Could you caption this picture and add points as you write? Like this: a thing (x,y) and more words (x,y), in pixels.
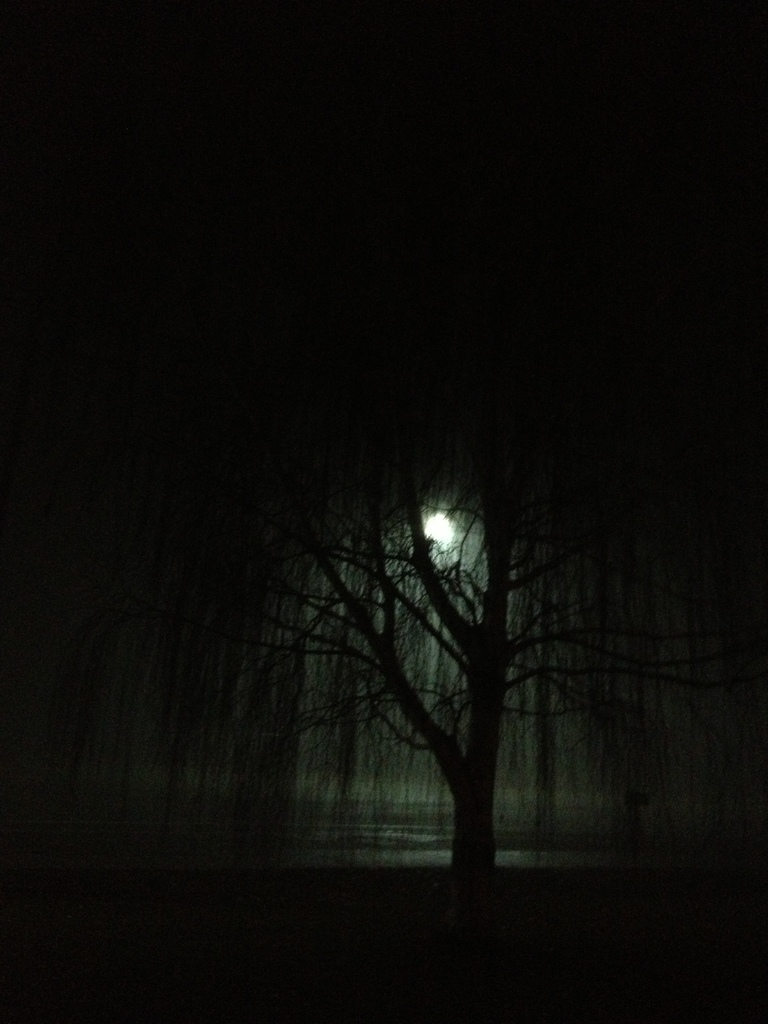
In this picture we can see a tree (484,718) and in the background (522,829) we can see it is dark.
